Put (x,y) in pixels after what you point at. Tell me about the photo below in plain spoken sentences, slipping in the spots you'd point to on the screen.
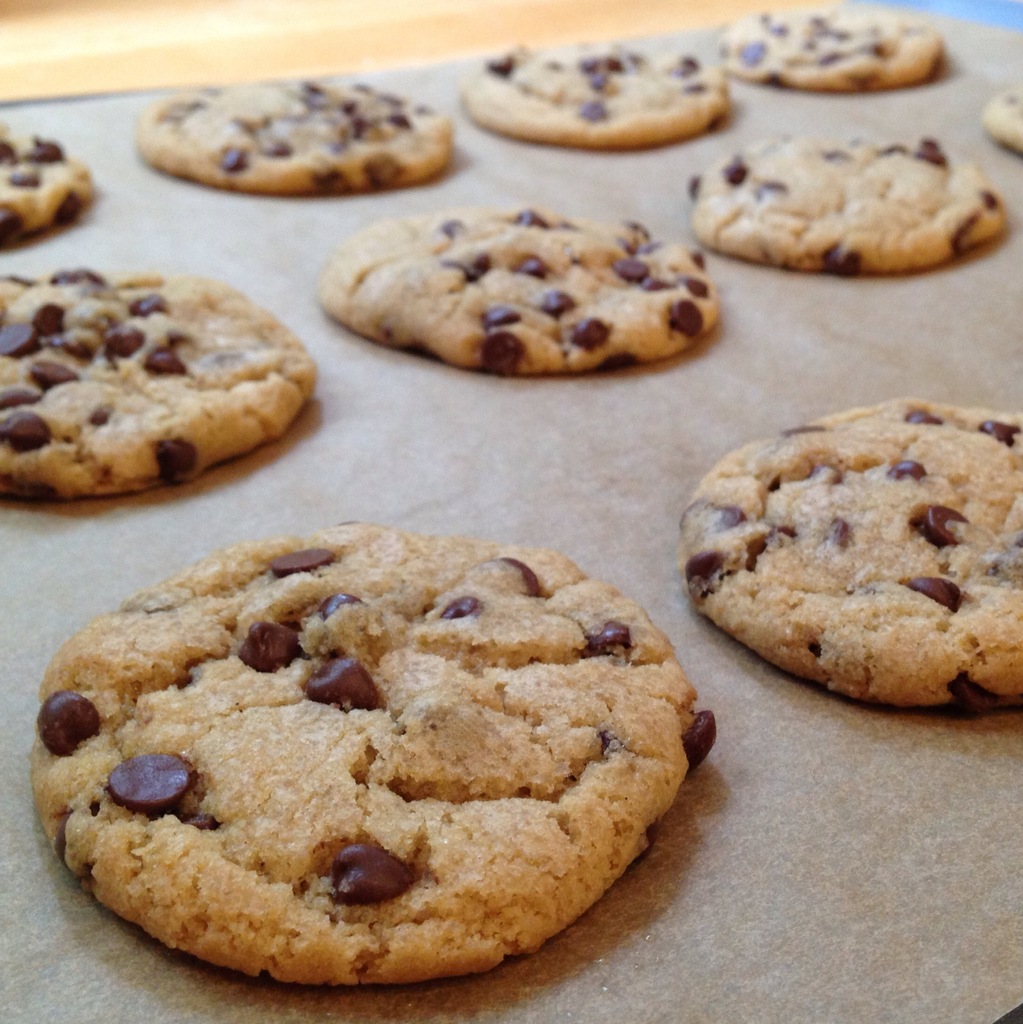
In the picture we can see some baked choco cookies (447,541) which are on the surface (18,679).
